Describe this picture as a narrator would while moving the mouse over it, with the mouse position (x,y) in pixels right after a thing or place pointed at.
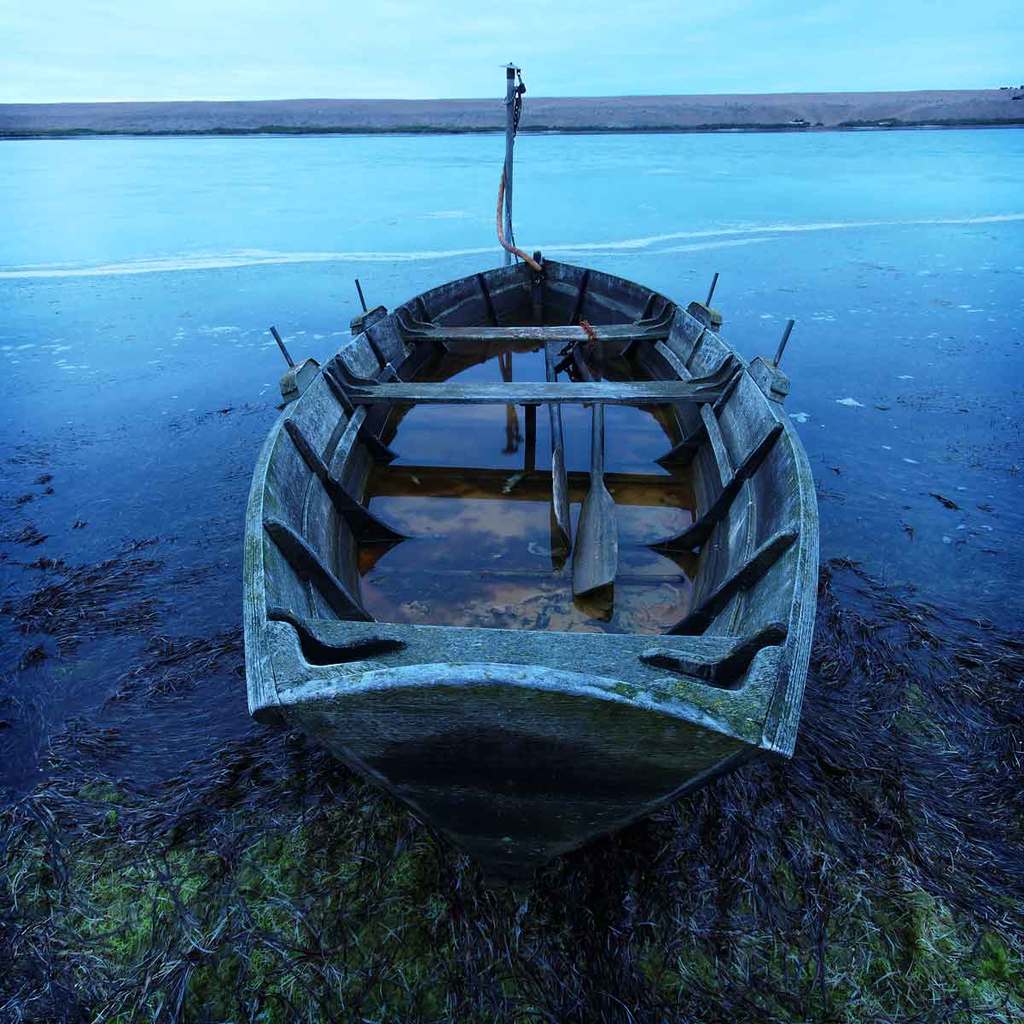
In the image I can see the boat (734,584), water (497,180) and few plants (1000,986) and the grass (920,964). The sky (47,92) is in blue and white color.
